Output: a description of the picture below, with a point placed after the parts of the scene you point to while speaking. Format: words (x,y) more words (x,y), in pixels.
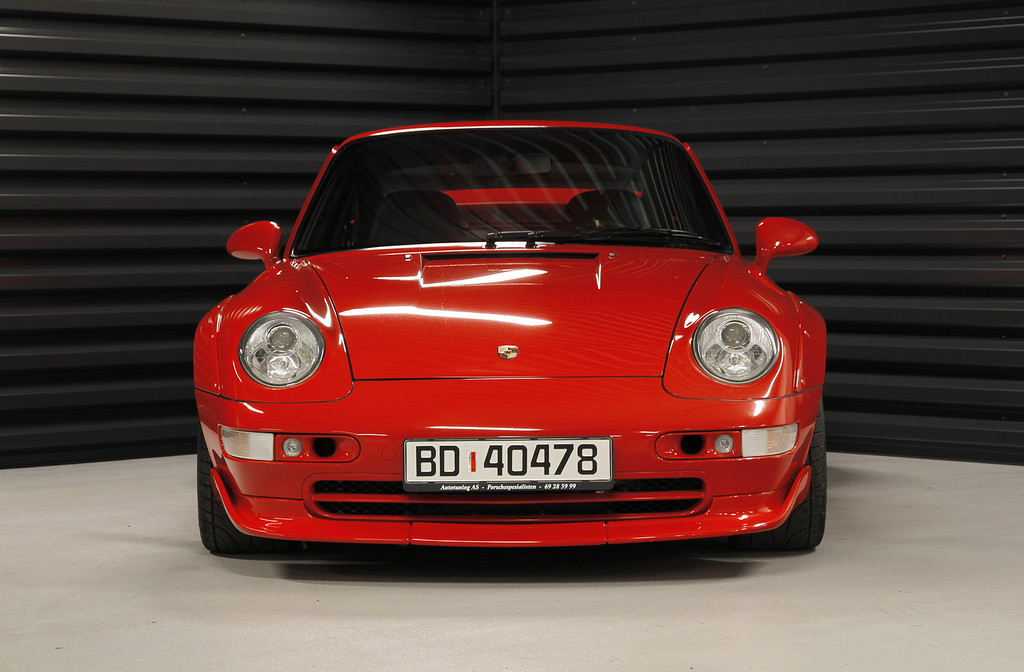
In this image we can see a red car (408,280) on the floor (587,633). In the background (37,339) we can see metal wall kind of structure (223,178).
